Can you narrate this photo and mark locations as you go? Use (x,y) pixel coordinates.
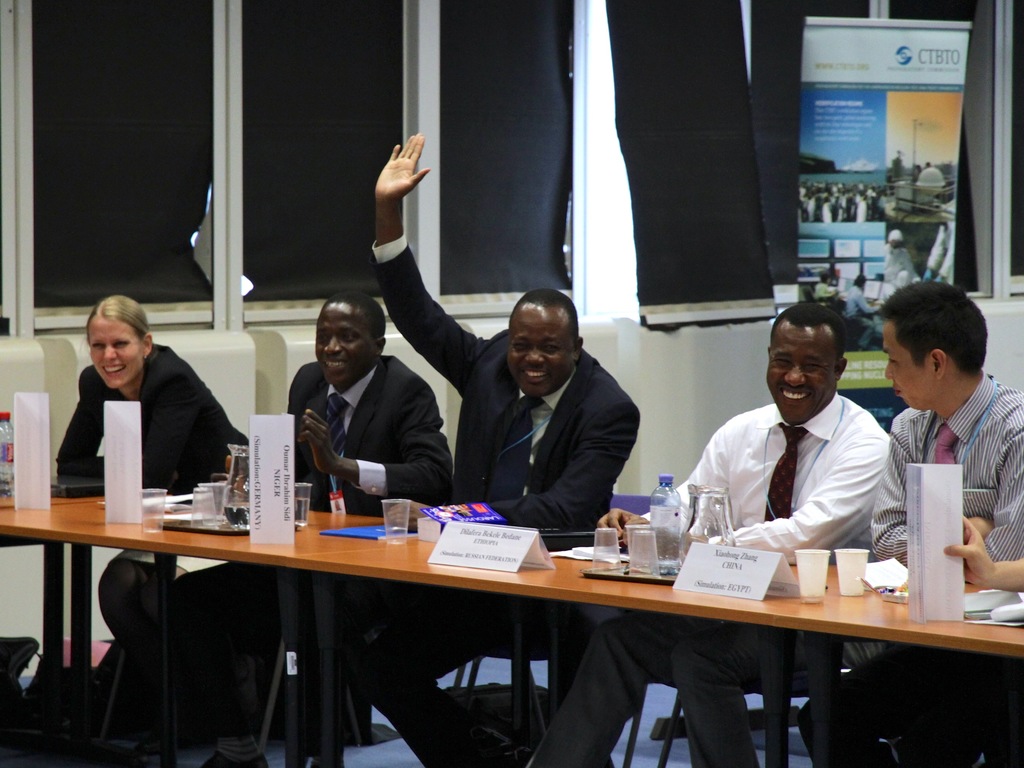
In this picture there are five people (791,501) sitting on a chair (476,668) and most of them are smiling. On the table (681,596) there is a water bottle (665,513), glass (638,533), name plate (742,586), paper (887,574) and file (362,534). On back side there is a window (448,105) which is covered by black cloth (516,143) or paper (523,167). Here it's a banner (905,146). This person (552,447) wearing a blazer (571,441).
